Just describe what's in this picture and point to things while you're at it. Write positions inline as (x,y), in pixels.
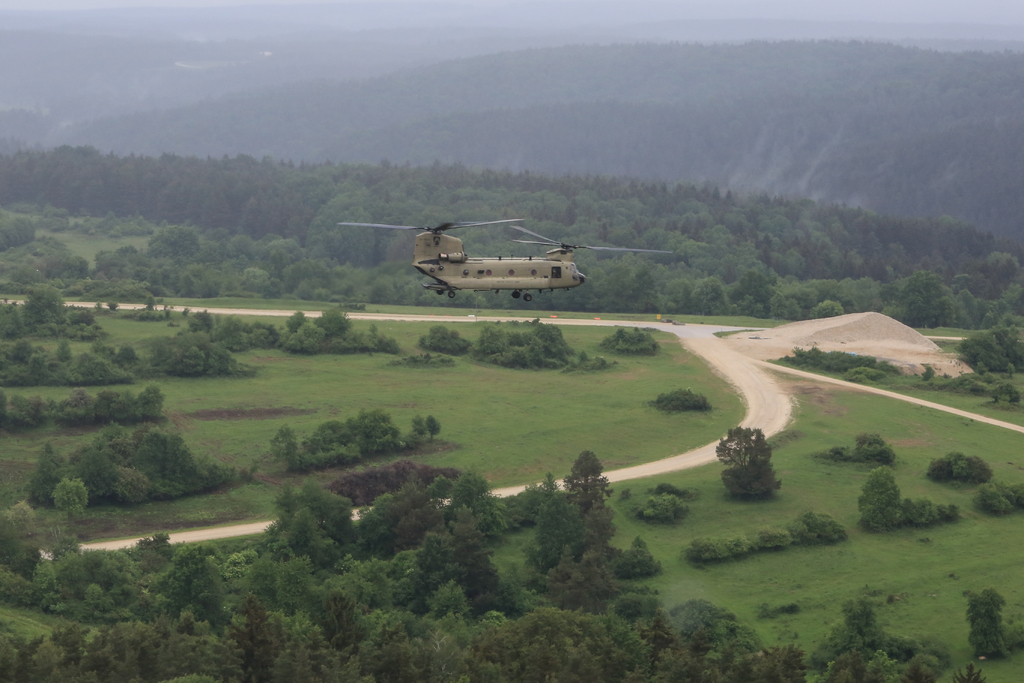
In this picture I can see a helicopter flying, there are trees (726,236) and hills (711,177).
